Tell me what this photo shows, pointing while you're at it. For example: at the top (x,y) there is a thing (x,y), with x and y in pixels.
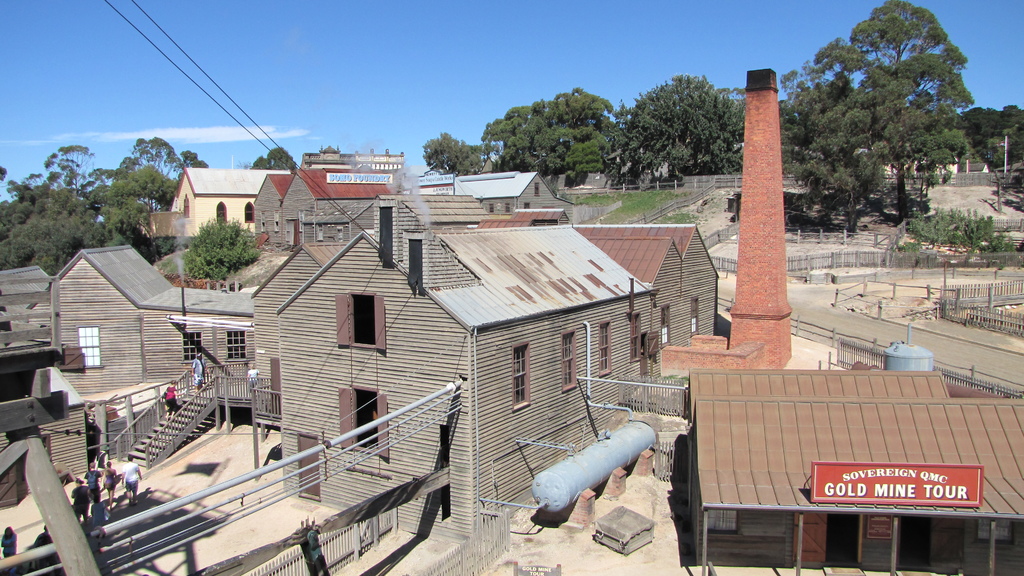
In this image we can see many buildings (349,351) and houses (319,321). There is a blue and a slightly cloudy sky (503,63) in the image. There are many trees (978,219) in the image. There are few electrical poles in the image and some cables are connected to it. There is a road (978,352) in the image. There are few people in the image.
